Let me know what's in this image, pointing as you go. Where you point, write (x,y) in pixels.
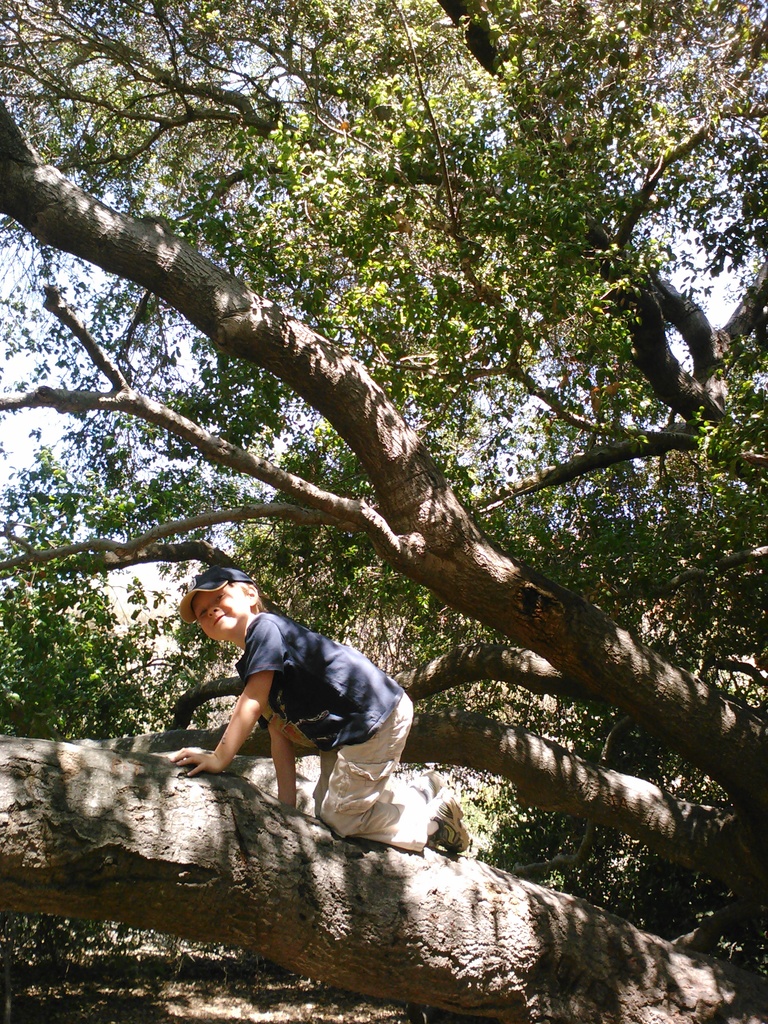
This picture is clicked outside. In the foreground (264,678) we can see a kid (299,705) wearing blue color t-shirt (300,639), blue color cap (227,584) and seems to be crawling on the branch (303,870) of a tree (601,923). In the background (695,231) we can see the sky (680,347) and we can see the branches (654,699) and stems (688,744) and the green leaves (503,216) of the tree (441,599).
